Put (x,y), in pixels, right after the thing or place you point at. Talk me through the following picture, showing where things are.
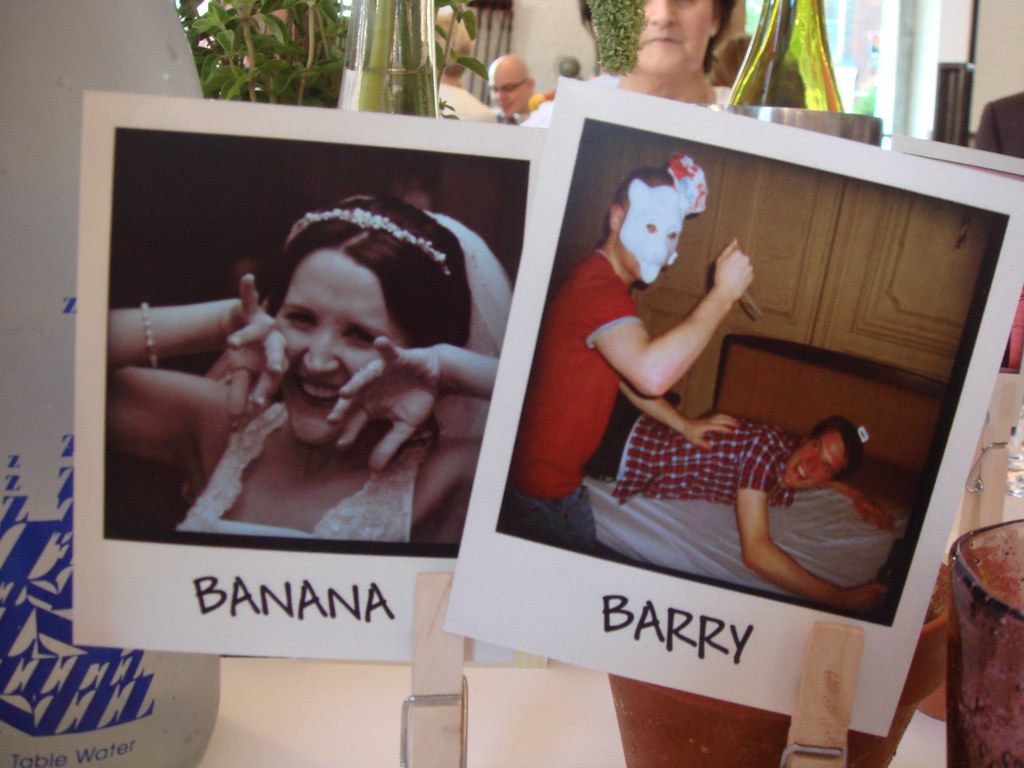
In this image in the front (311,486) there are posters (419,515) with some text (332,615) and images (514,476) on it. In the background (402,86) there are persons (673,46) there are bottles (388,90), leaves (290,60) and there is a wall (544,43). In the center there are pots (731,717).
